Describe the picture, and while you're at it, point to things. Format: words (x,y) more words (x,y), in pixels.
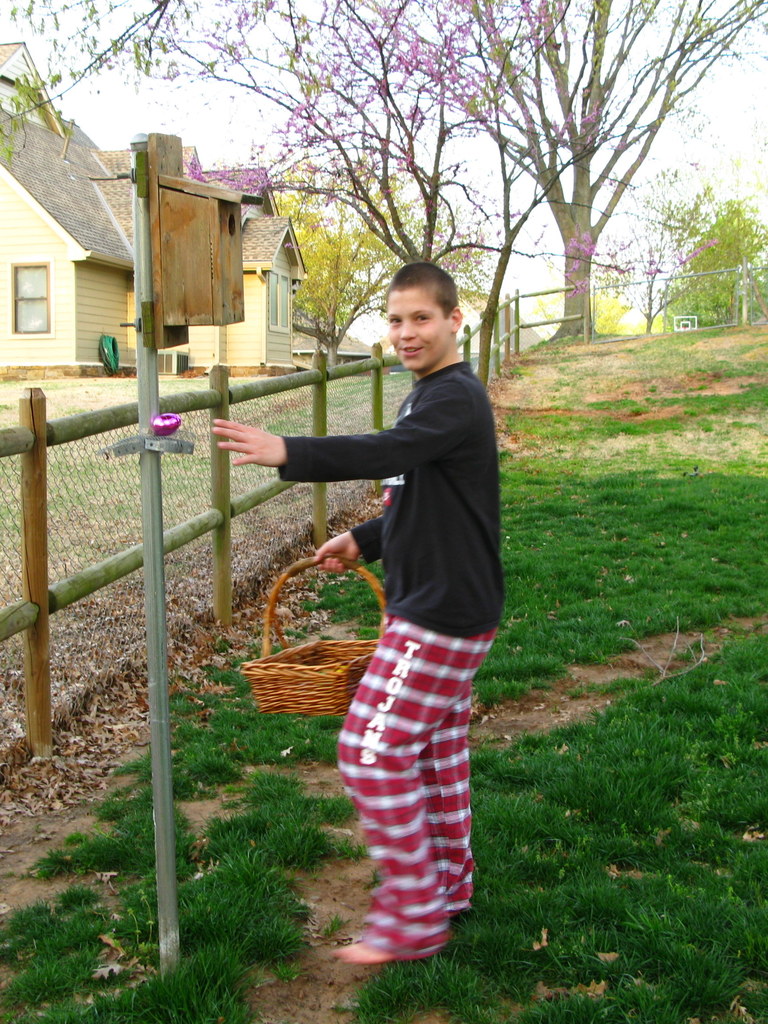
In the middle of the image (329,555) a boy (468,501) is standing and holding a basket (328,694). Behind him there is grass (585,354) and pole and fencing (215,386). Behind the fencing (180,398) there are some trees (735,292) and buildings (41,181).
